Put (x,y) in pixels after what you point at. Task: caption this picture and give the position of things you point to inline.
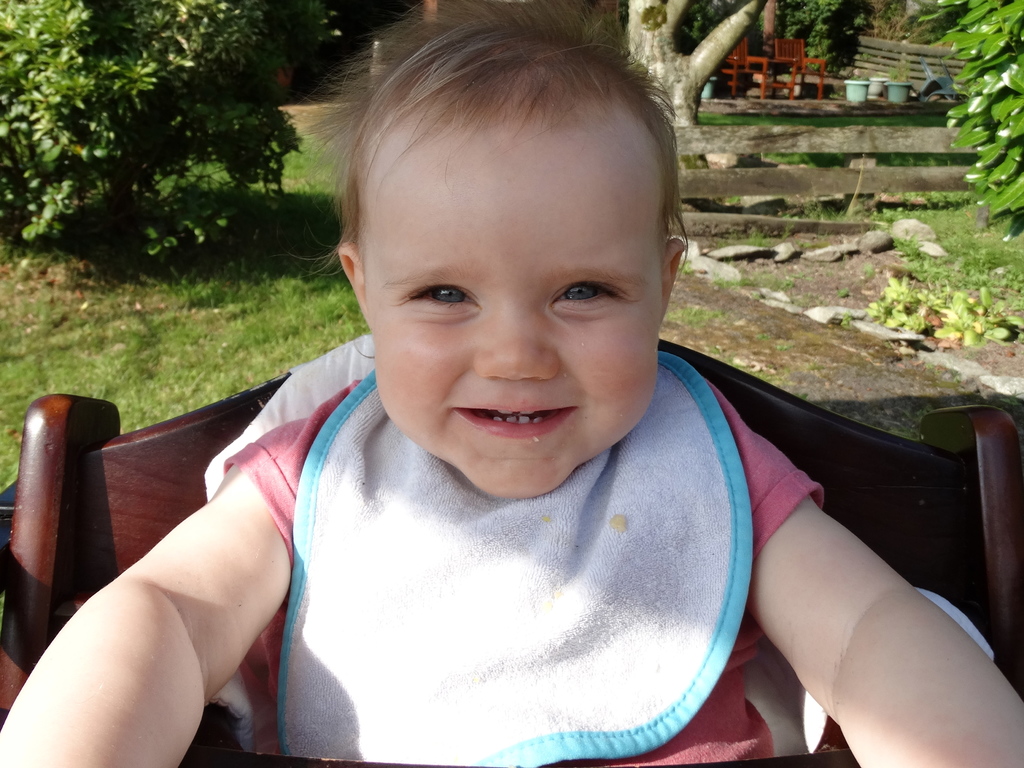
In this picture there is a kid (433,300) sitting on the chair (801,732). At the back (25,54) there are trees (17,2) and there are chairs (949,88) and buckets (853,97) and there is a wooden railing (907,52). At the bottom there is grass (261,278) and there are stones (911,336) and plants (915,306).
